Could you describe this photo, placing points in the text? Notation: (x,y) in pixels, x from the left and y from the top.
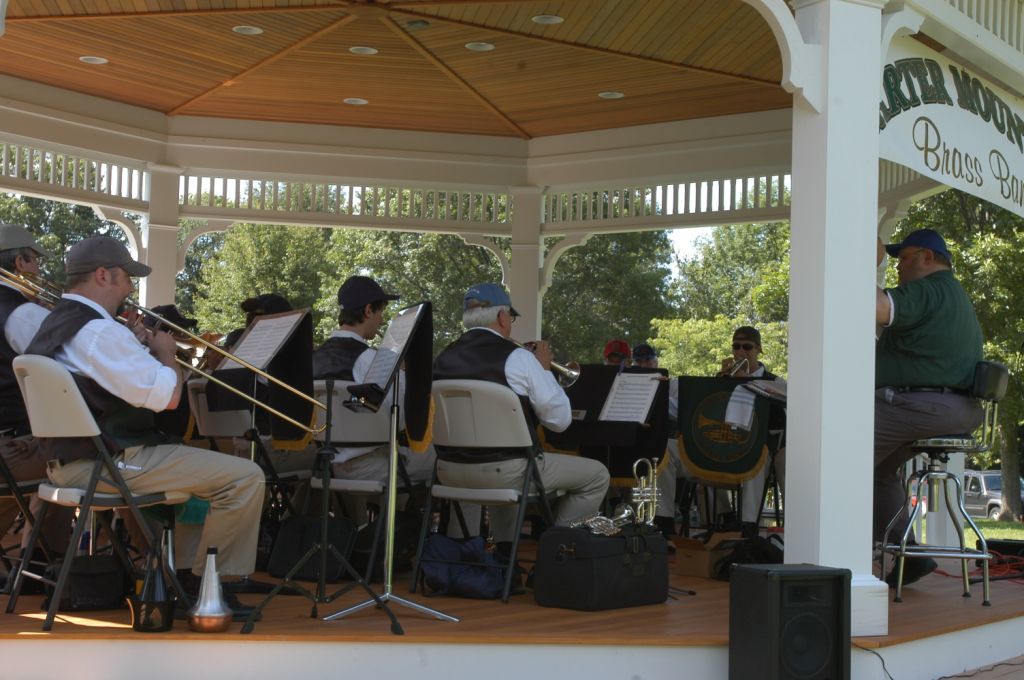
There is a group of people (494,353). They are sitting on a chairs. They are playing a musical instruments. We can see in the background (630,256) there is a trees (626,245), pillar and sky (135,173).
